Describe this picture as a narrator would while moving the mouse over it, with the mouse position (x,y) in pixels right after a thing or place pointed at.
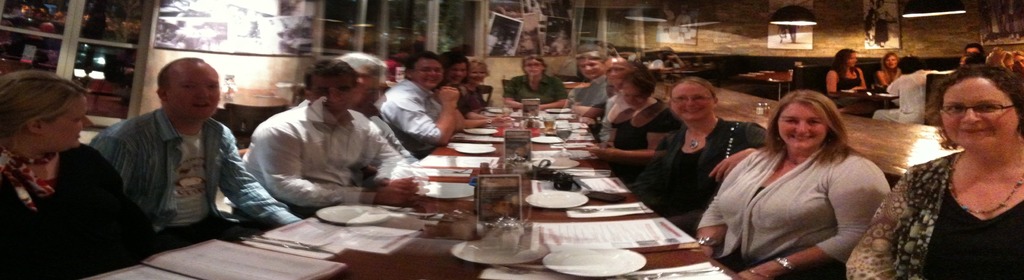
This picture is taken inside the room (813,188), There is a big table (544,146) on that table (527,268) there are some white color papers (299,267) and plates (580,265), There are some people (206,195) sitting on the chairs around the table (542,133) and in the background (484,61) there is a wall (629,40) on that wall (153,70) there are some posters (275,13) pasted.
